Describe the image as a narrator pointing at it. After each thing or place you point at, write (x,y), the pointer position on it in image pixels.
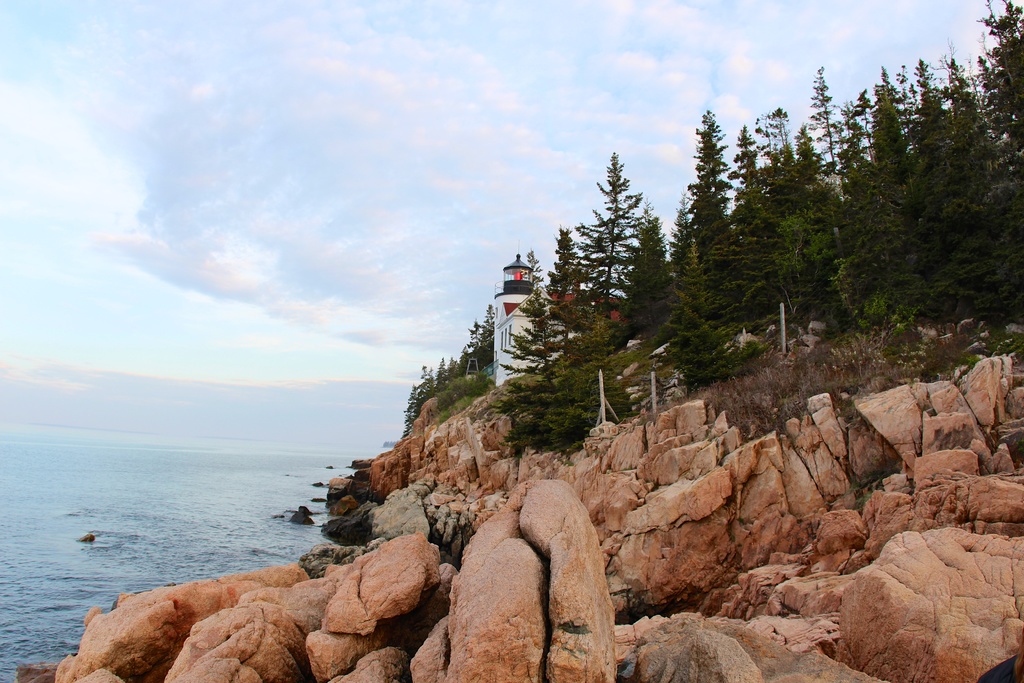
In this image we can see a building (557,298), there are some rocks (548,511), trees (808,280) and water (133,508), in the background (180,309), we can see the sky (263,289) with clouds (388,229).
